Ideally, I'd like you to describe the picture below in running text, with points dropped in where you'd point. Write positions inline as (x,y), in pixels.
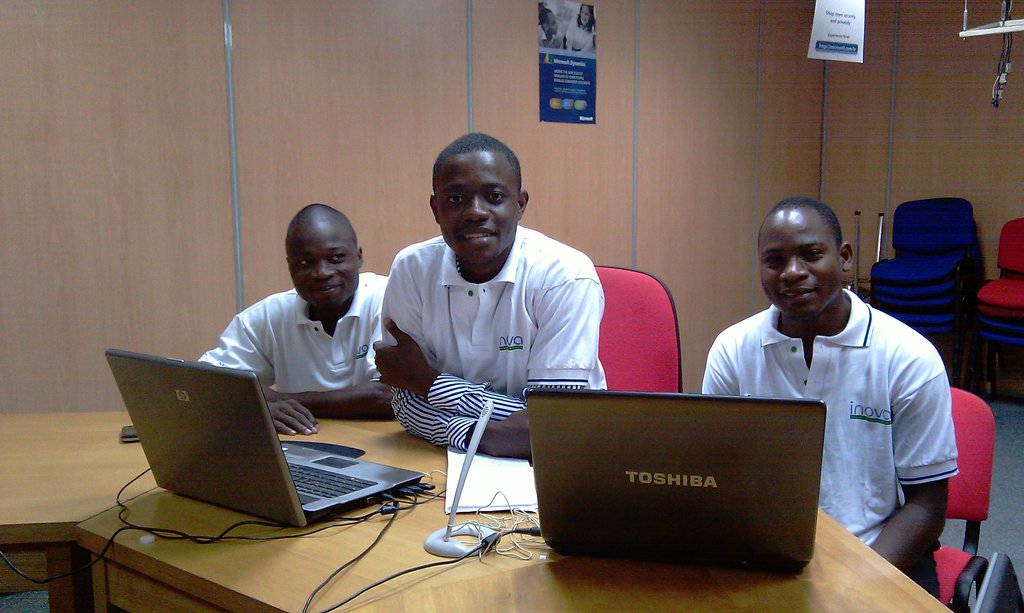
There are three men (386,304) sitting on a chair (965,426). They are wearing white t-shirts (340,332). In front of them there is a table (375,437). On the table (356,434) there are two laptops (388,492), papers (473,496) and wires (487,541). At the back of them there is a wall (657,147). On the wall (638,113) there is a poster (564,69) and there are some chairs (969,271).
